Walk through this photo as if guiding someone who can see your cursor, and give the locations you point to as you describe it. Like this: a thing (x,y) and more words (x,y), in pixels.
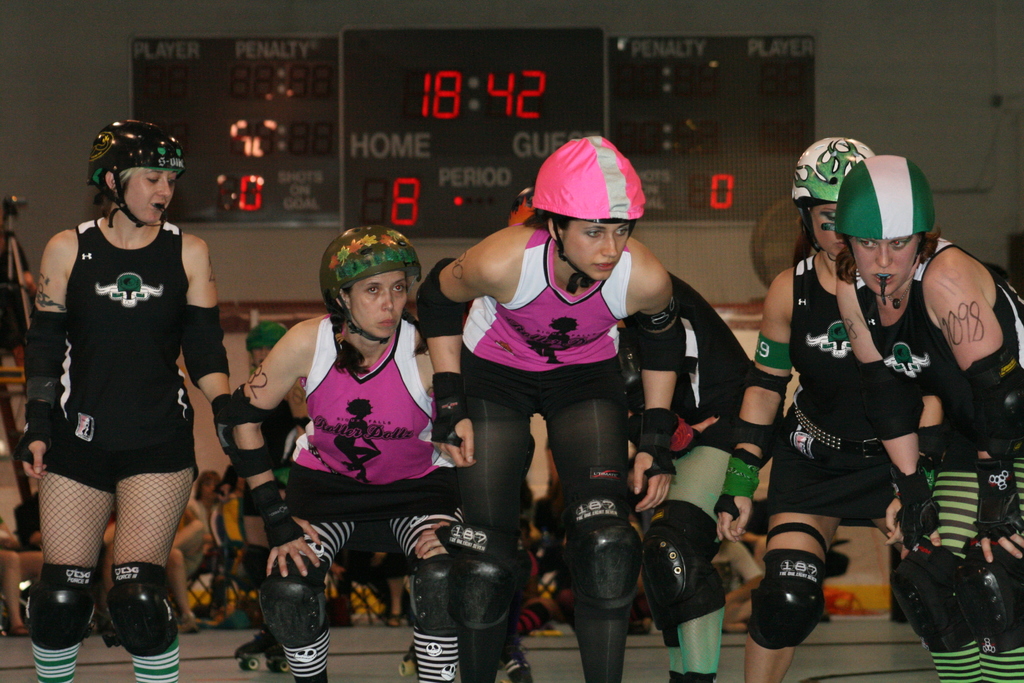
In this image in the center (556,321) there are a group of people (604,322) who are wearing helmets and knee caps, and it seems that they are doing something. In the background (754,126) there are boards (610,117), on the boards (464,114) there is text (147,50) and there is wall (125,92) and objects (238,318). At the bottom (811,652) there is floor (404,645).
